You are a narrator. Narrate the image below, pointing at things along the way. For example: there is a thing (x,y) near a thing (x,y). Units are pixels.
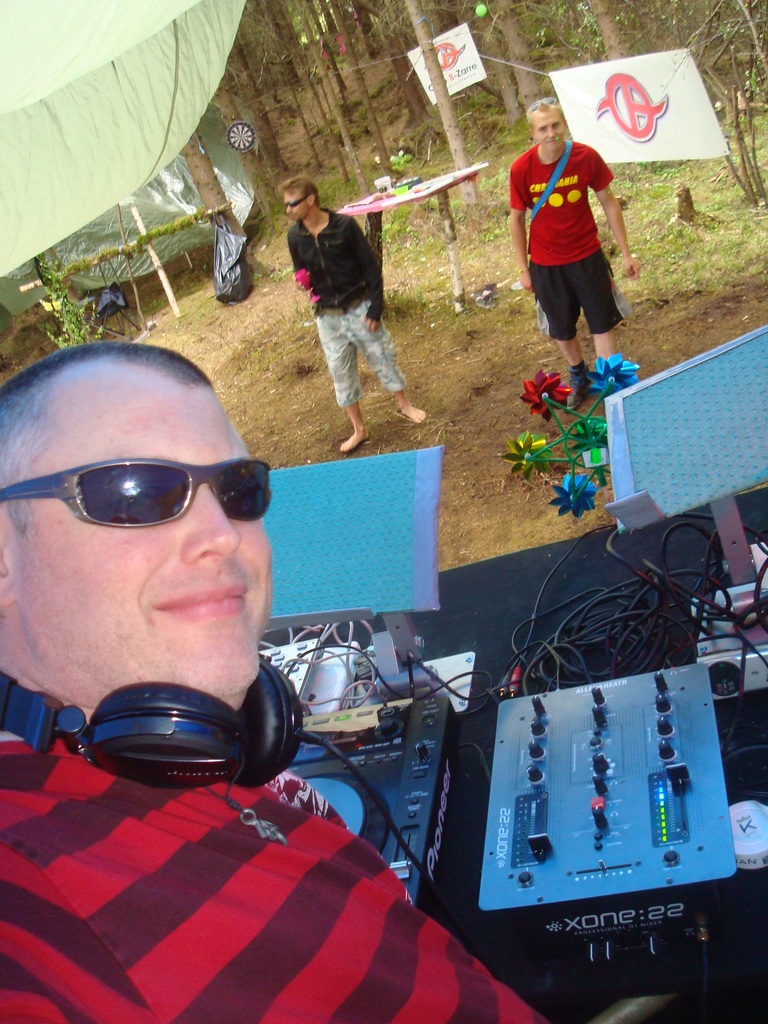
This image consists of a man (92,671) wearing red T-shirt (442,973) is playing DJ. In the background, there are two men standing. And there are many trees (343,115). At the top (75,149), there is a tent (96,206).
